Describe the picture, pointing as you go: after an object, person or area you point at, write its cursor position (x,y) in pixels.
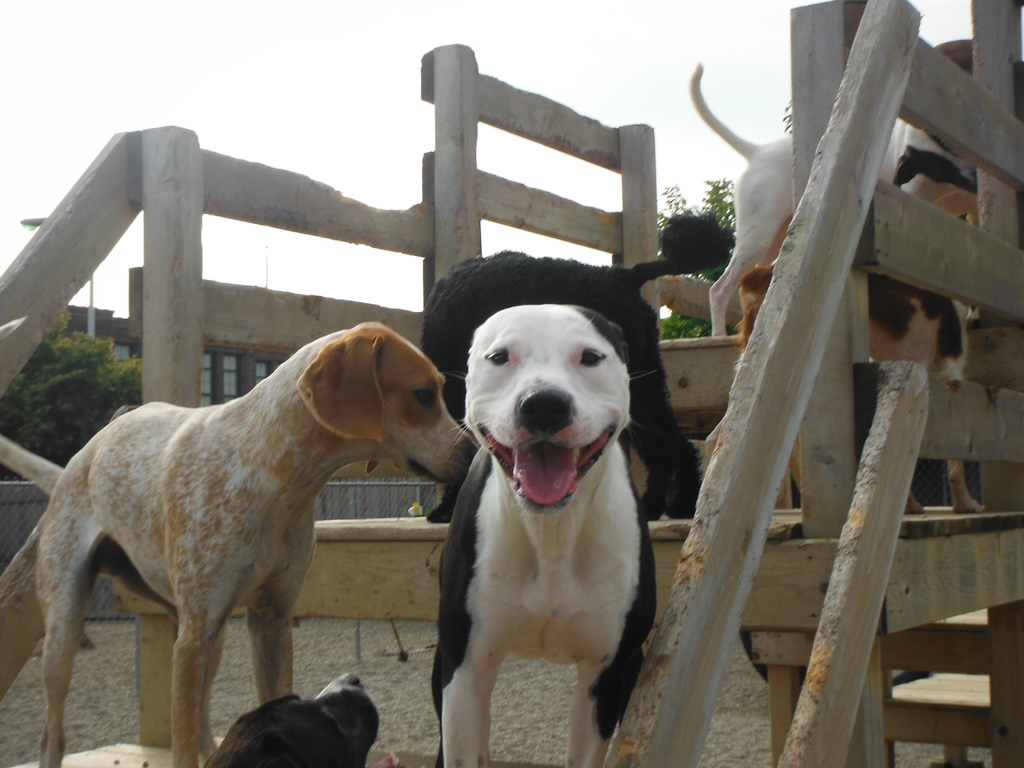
In the image there are dogs (466,470) inside a fence (193,259) and in the back (100,404) there is a building (233,349) with a tree (88,394) in front of it and above its sky (532,42).
